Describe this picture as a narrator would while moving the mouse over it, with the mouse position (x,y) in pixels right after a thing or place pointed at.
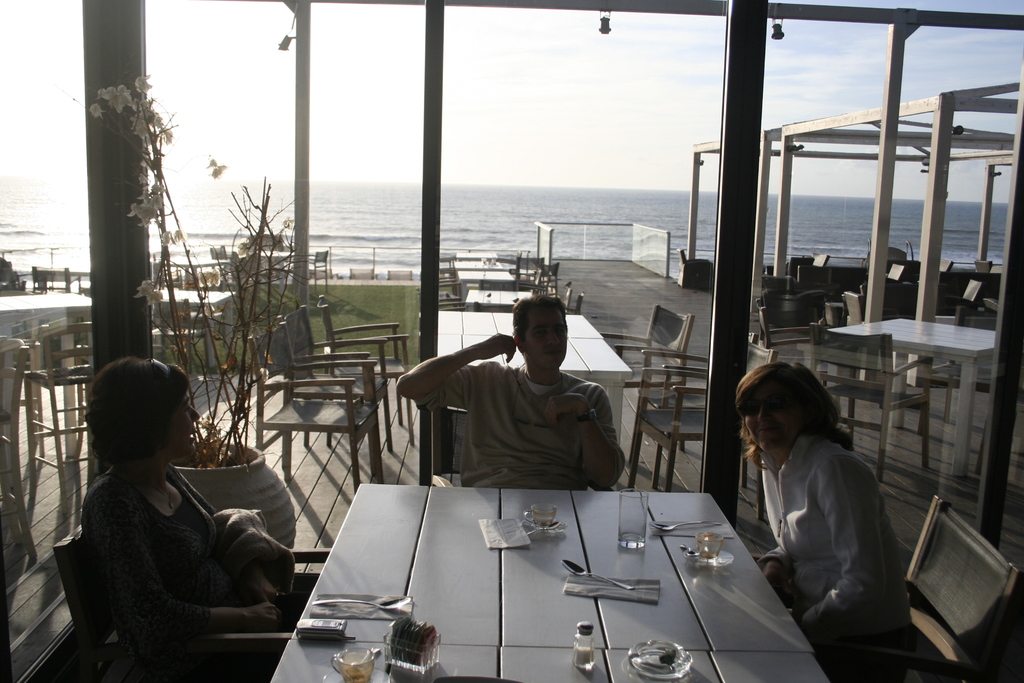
In the picture we can see a three people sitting on a chairs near the table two are women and one is men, on the table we can see some glasses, tissues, spoons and cups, in the background (676,350) we can see some tables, chairs (682,337), plants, grass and a ocean (570,190) with sky (241,141).
